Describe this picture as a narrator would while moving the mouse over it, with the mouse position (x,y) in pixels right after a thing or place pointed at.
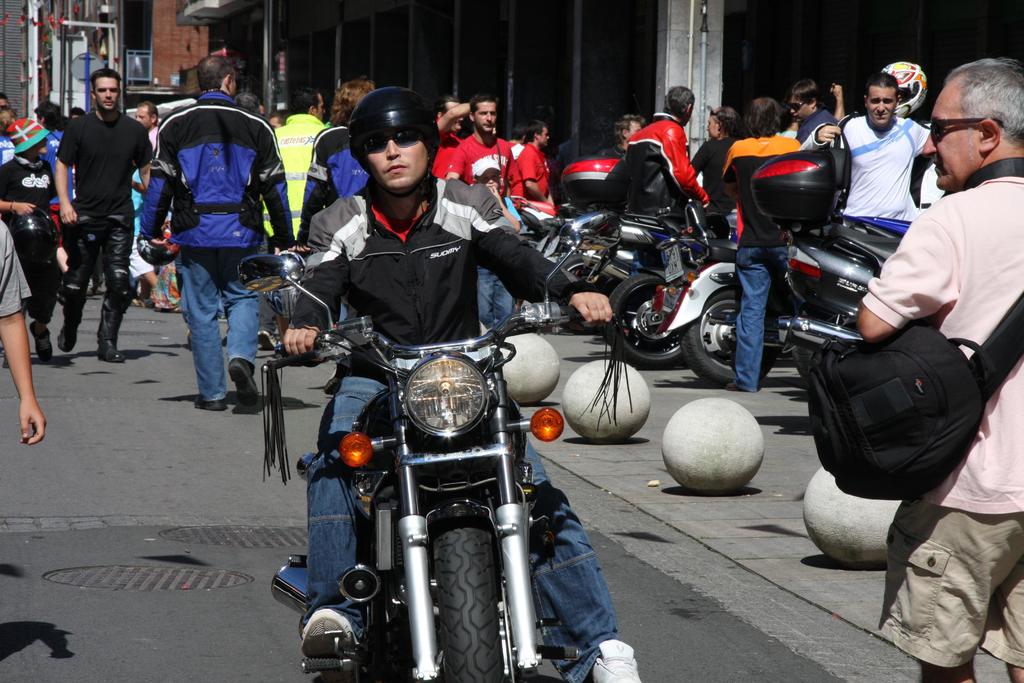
In this image there are group of persons (915,128) who are standing and at the middle of the image (360,379) there is a person (405,304) wearing black color jacket (428,268) and helmet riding motor cycle (426,520).
